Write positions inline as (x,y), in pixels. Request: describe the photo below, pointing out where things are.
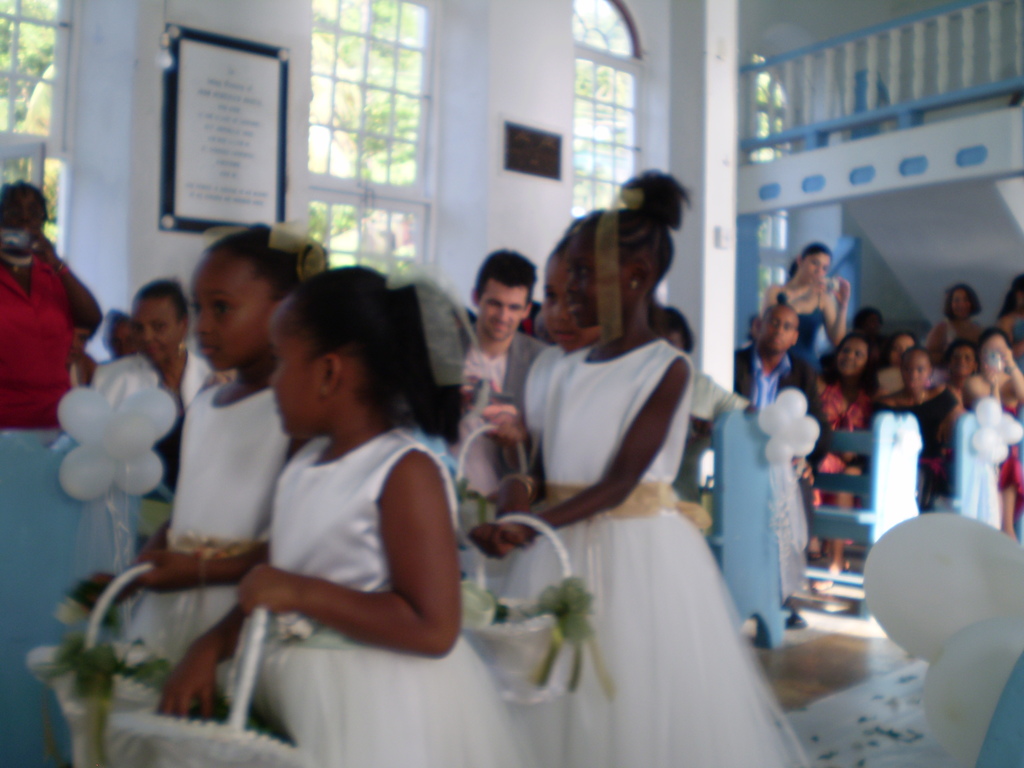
In front of the image there are people (368,423) holding the baskets (172,746). There are balloons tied to the benches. In the background of the image (161,377) there are a few people (818,257) sitting on the benches (72,567). There is a railing (805,136). There are photo frames (197,42) on the wall (642,130). There are glass windows (619,158) through which we can see trees (39,124).
